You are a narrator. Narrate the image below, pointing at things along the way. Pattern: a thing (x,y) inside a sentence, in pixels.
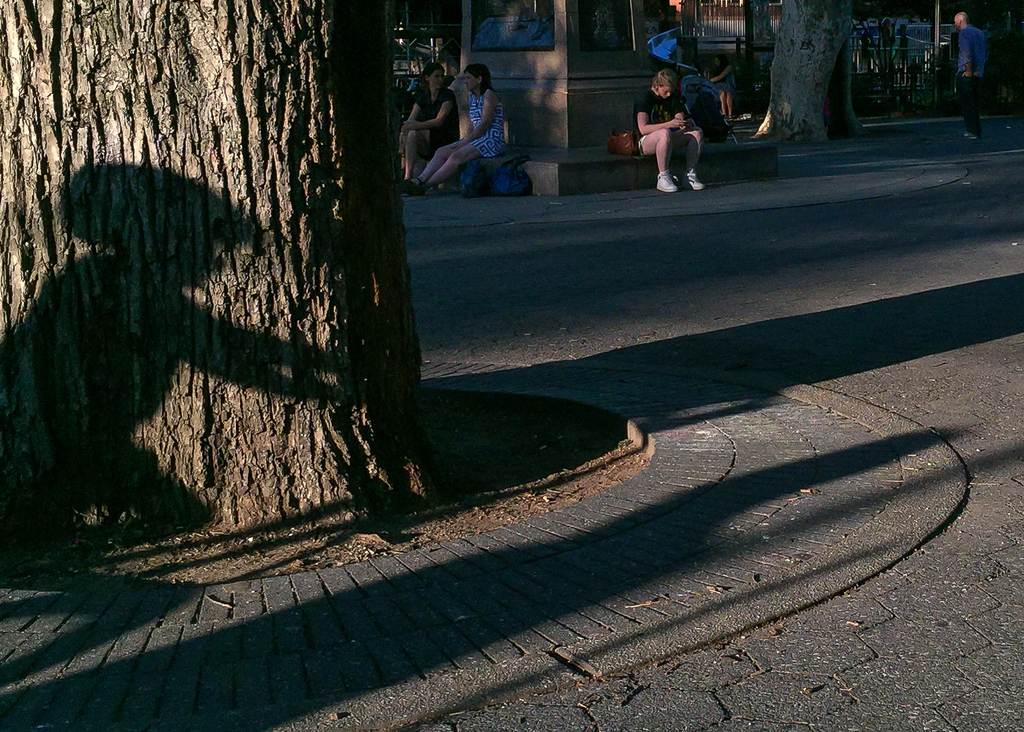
In this picture we can see tree trunks (814,84), a man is standing on the road (884,129). We can see people (643,128) sitting and bags (481,178).
